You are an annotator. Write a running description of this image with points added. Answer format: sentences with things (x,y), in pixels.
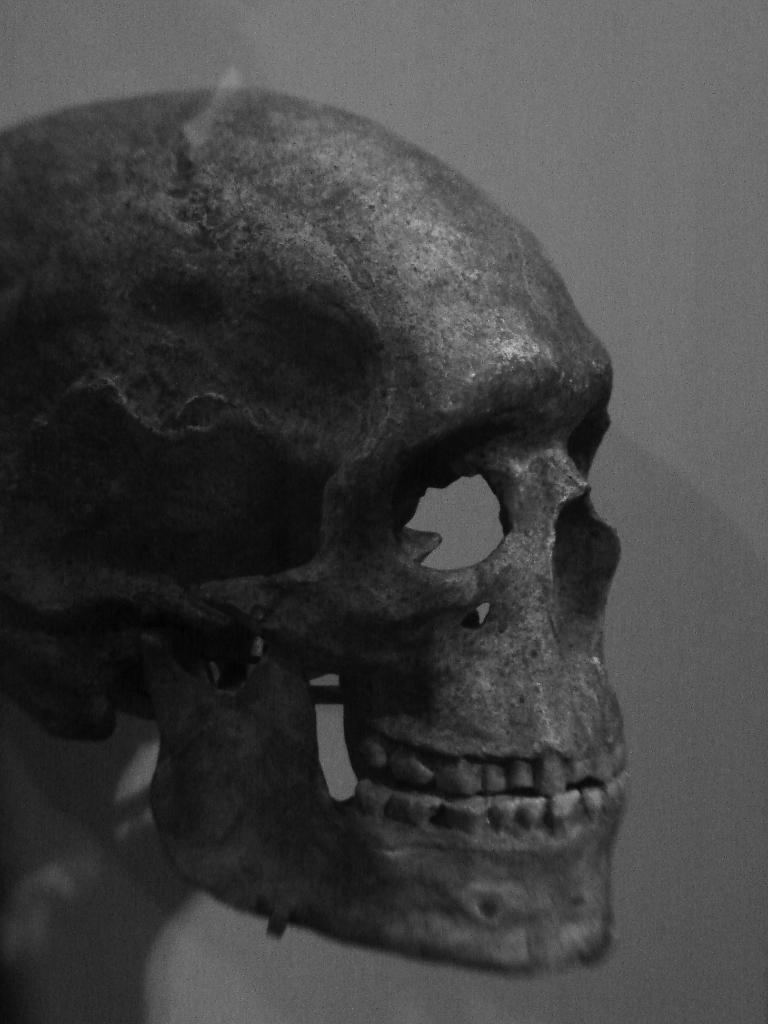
We can see skull (231,218). In the background (571,133) it is ash color.
